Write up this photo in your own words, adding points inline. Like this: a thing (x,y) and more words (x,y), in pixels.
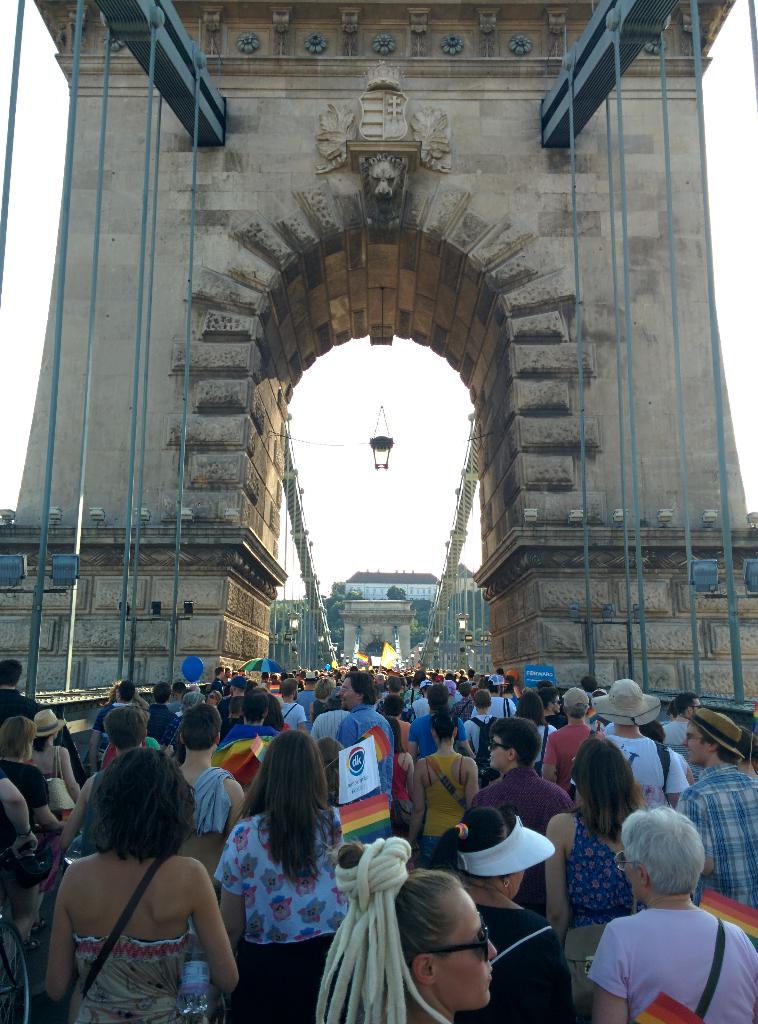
In this image I can see number of persons (404,840) are standing on the bridge (649,688) and I can see a cream colored structure (506,208) and few metal objects (629,365) which are blue in color. In the background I can see few trees (418,614), few buildings (432,591) and the sky (352,496).
